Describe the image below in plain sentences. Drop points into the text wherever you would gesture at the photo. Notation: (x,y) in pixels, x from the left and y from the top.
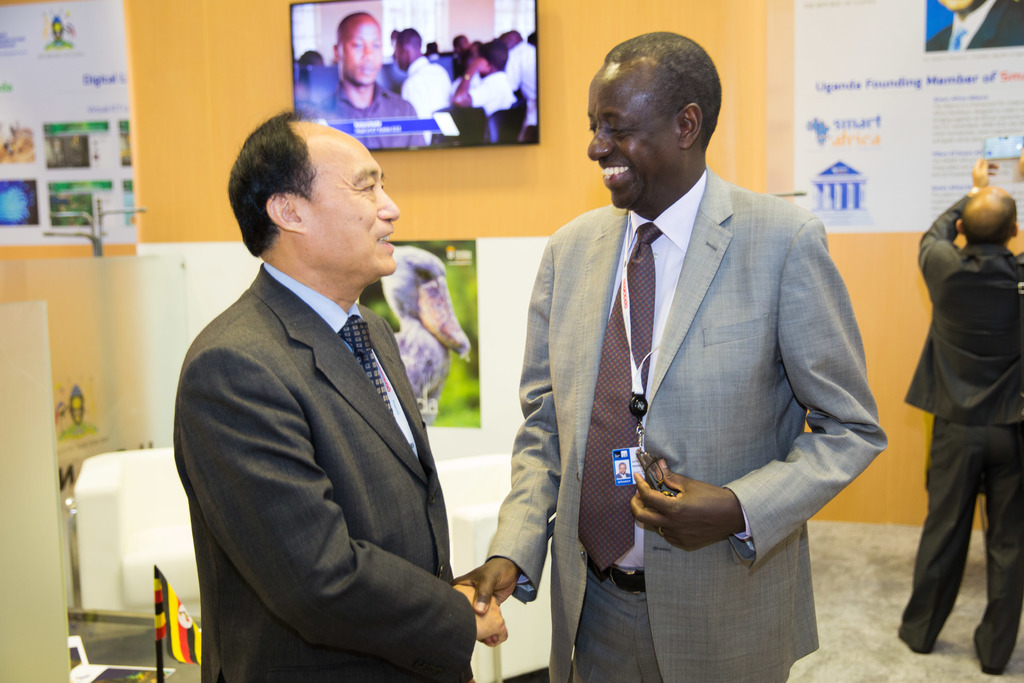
In the front of the image (731,421) two men (684,639) are giving each-other a handshake and looking at each-other. In the background (463,310) there is a flag (169,600), hoarding (67,119), posters (89,154), person (1002,223), television (465,13) and things (111,519). Posters (814,155) and television (467,102) is on the wall (566,113).
